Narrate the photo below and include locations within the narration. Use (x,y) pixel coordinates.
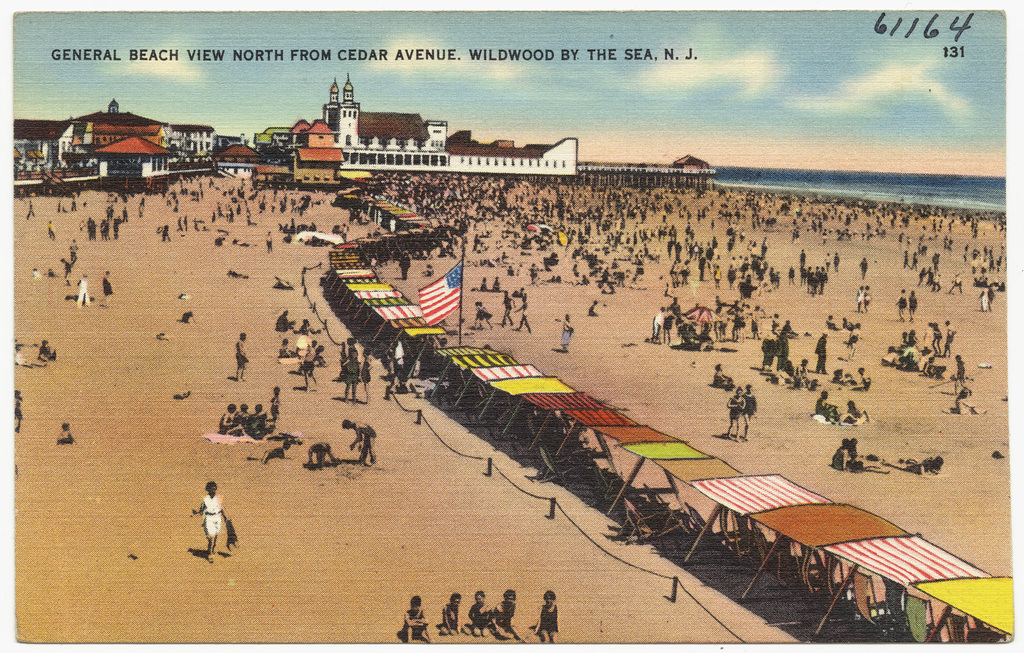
In this image I can see it looks like a painting, in the middle (413,228) a group of people (579,223) are there, on the right side (925,189) it is the sea (905,190), at the back side (482,168) there are buildings (260,159). At the top (57,87) it is the sky (750,124) and there is the text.
